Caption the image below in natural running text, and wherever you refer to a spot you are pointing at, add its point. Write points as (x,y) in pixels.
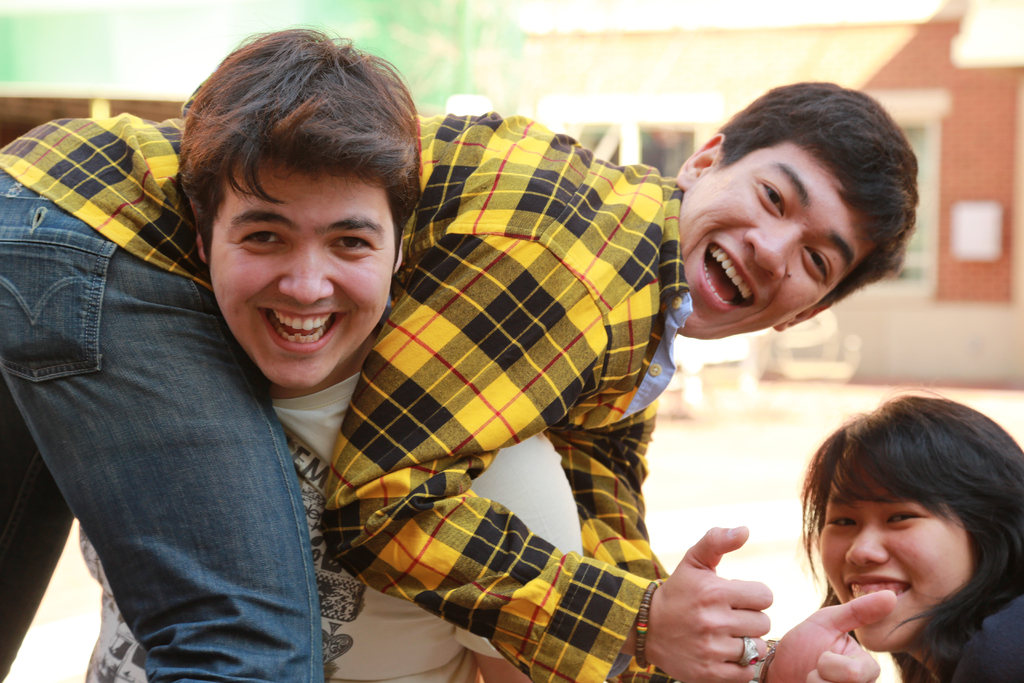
In this picture we can see three persons (537,595). Behind the three persons (447,326), there is a blurred background (474,10).
